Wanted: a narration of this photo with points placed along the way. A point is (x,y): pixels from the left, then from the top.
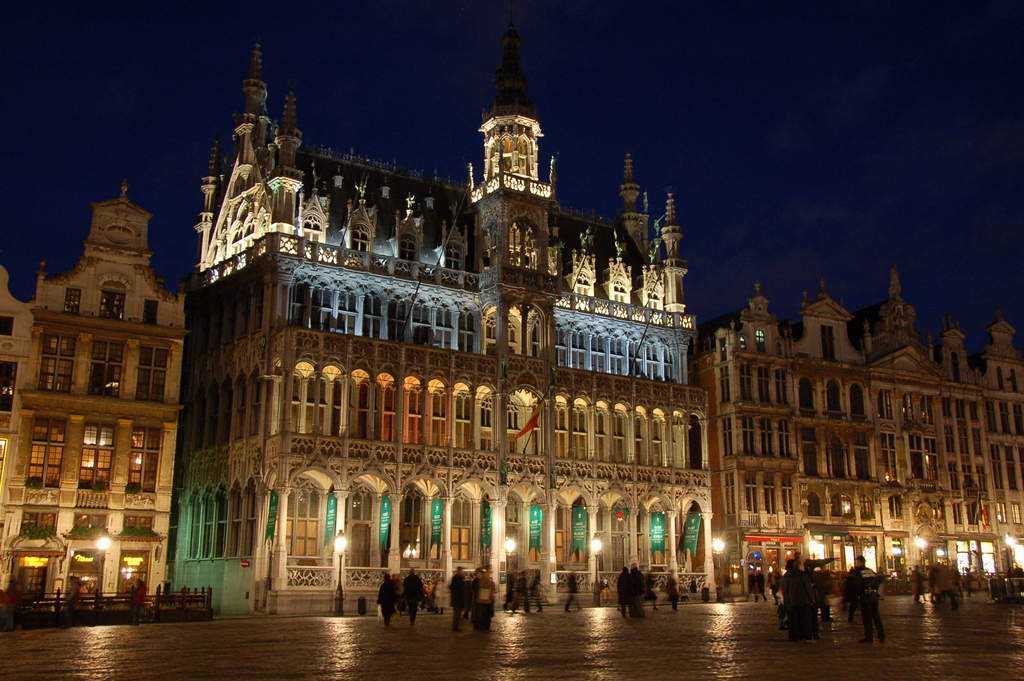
In this image I can see the palace (466,440) at the top I can see the sky (752,138) in front of the place (305,561) I can see light (820,547) and persons (414,594) walking on the road (490,644).
